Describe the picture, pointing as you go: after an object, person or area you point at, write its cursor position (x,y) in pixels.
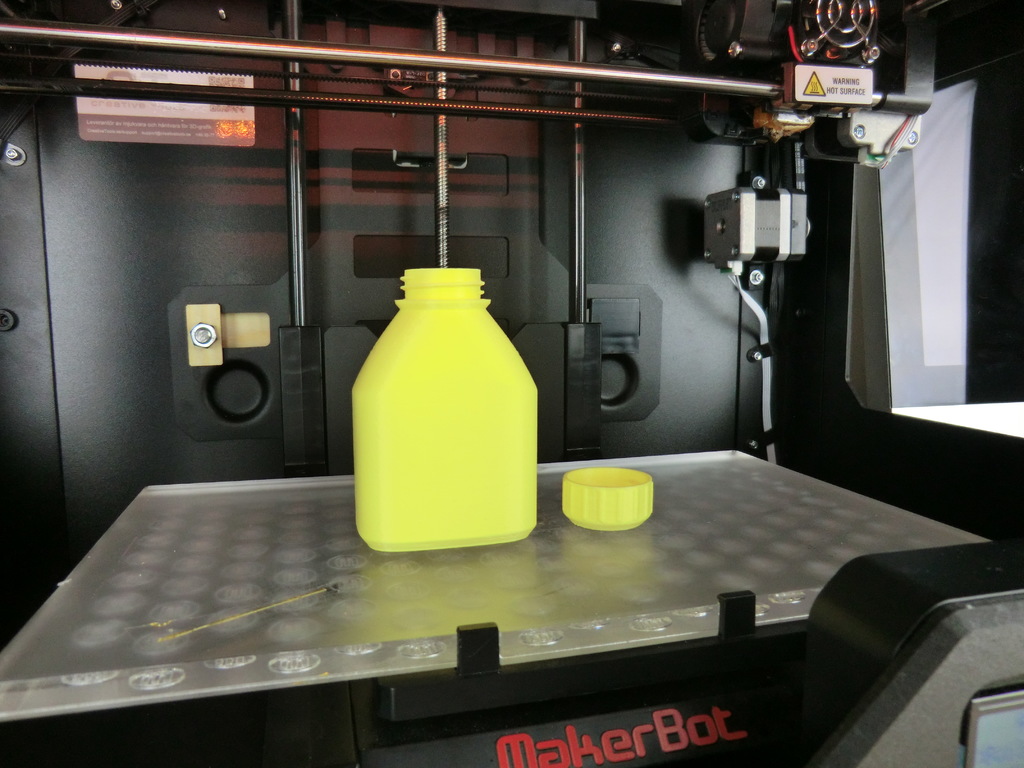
In this image we can see a container (512,480) and a cap (573,496) placed on the surface (481,618). On the right side of the image (925,766) we can see some devices (894,766) and metal poles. At the bottom of the image (714,708) we can see some text (499,756). On the left side of the image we can see a sticker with some text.
